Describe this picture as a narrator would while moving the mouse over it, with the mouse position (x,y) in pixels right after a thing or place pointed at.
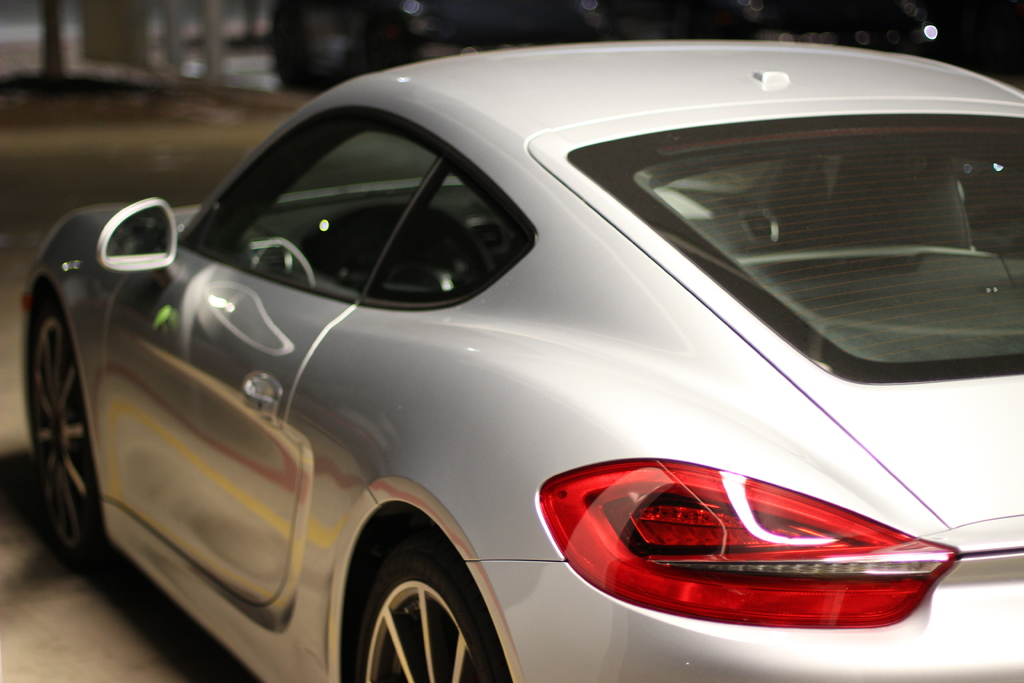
In this image we can see a vehicle (412,469) on the ground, in the background (111,46) we can see some pillars (122,32).
